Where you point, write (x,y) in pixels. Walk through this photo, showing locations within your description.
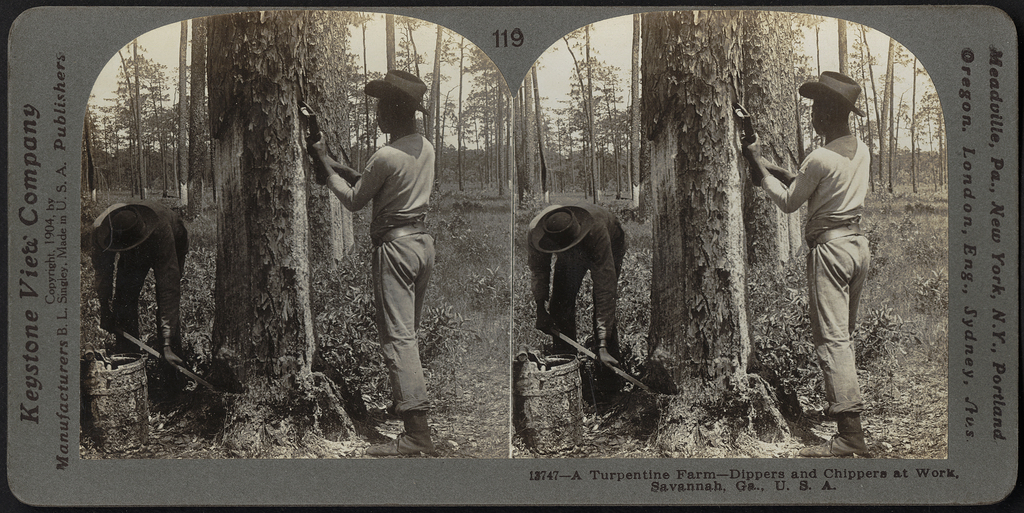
In the image I can see the collage of two pictures in which there are two people (537,231) who are holding some things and behind there are some other trees (754,218) and plants (452,374).
